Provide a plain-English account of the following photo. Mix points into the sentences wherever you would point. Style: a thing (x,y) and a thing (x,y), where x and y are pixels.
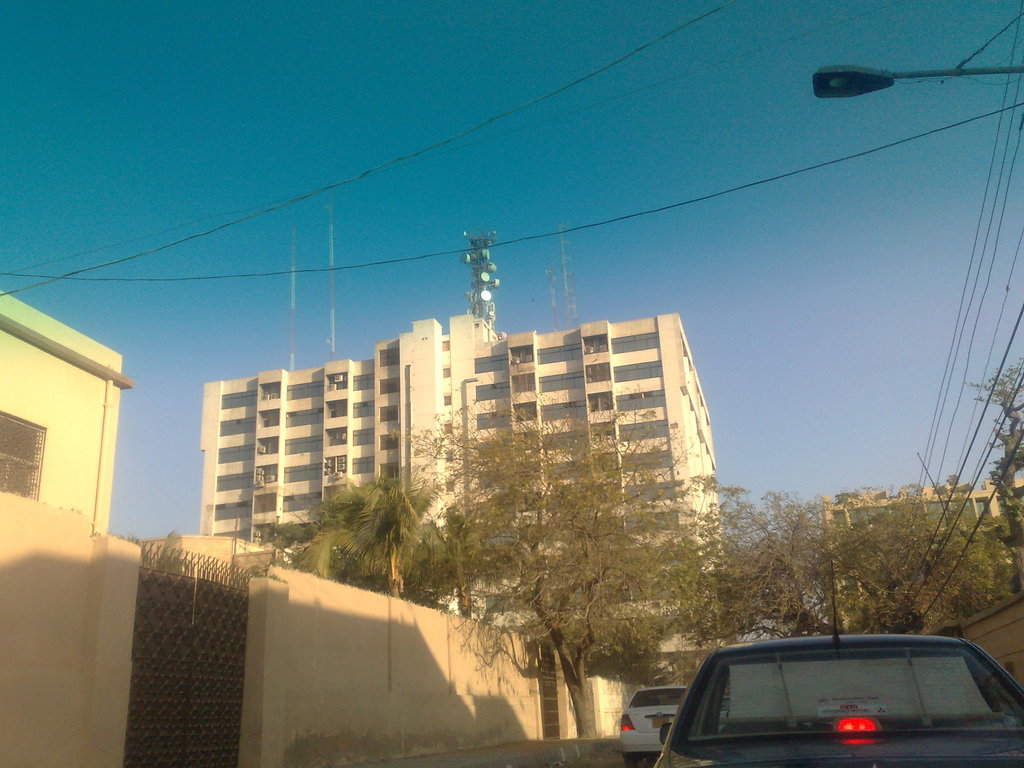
In this image, we can see buildings (289,500), walls (395,607), trees (687,517), grills (552,653), wires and tower (489,287). At the bottom (828,735), we can see vehicles (700,732). Background (826,330) we can see the sky (588,273). On the right side (858,70) top of the image (827,89), we can see a street light (857,90).
